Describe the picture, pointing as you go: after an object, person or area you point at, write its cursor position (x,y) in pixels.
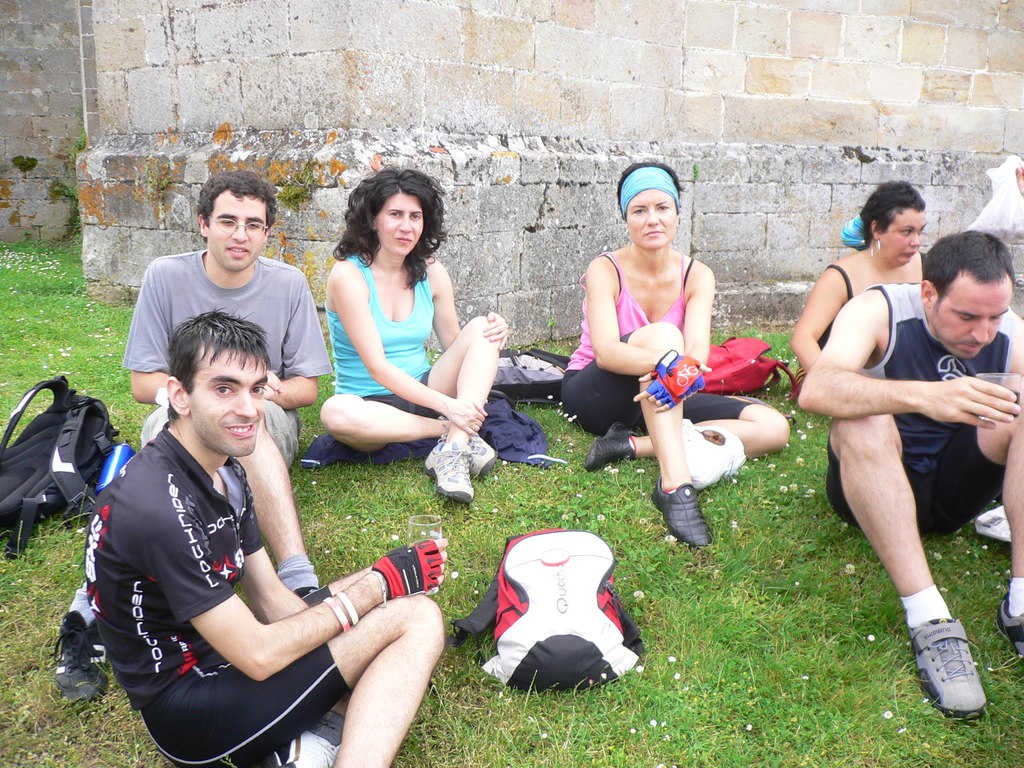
In this image, we can see a group of people (967,484) are sitting on the grass (783,666). Few people (663,343) are watching. Here we can see backpacks (506,368) and few objects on the grass (805,692). Here we can see two men (407,572) are holding glasses (433,528). Background (564,56) we can see wall (545,59).
